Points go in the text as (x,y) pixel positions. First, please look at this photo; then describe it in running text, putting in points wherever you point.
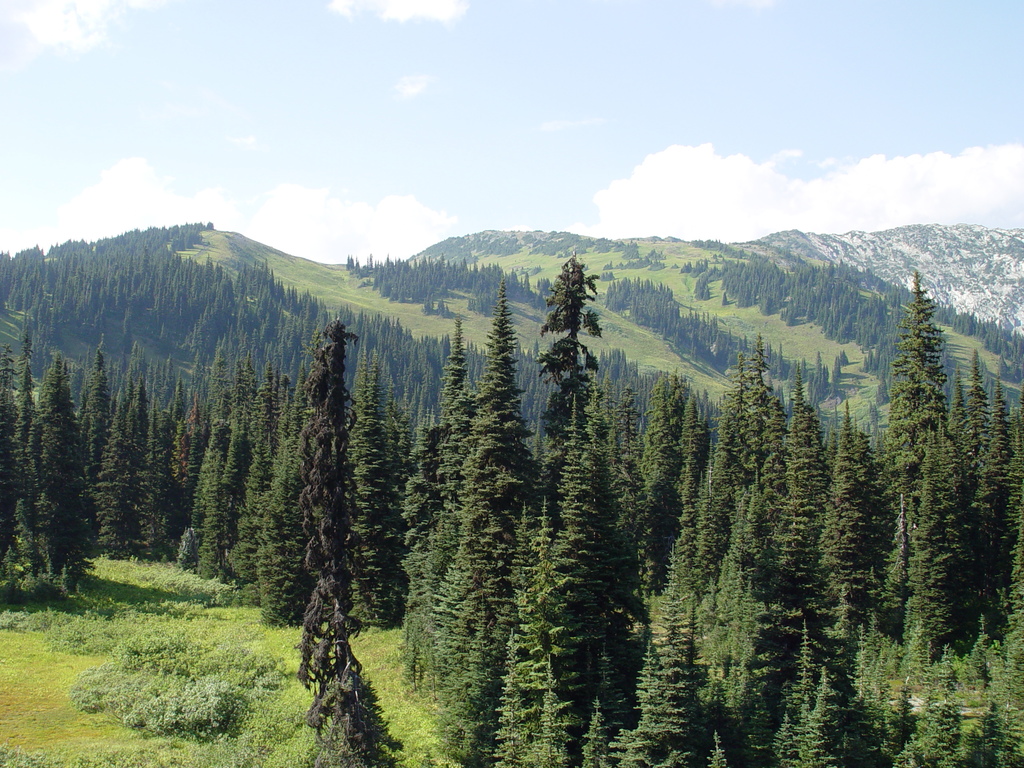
In this image I can see the ground (55,670) and many trees (376,457). In the background (426,330) there are mountains (498,268), clouds (123,180) and the sky (197,151).
